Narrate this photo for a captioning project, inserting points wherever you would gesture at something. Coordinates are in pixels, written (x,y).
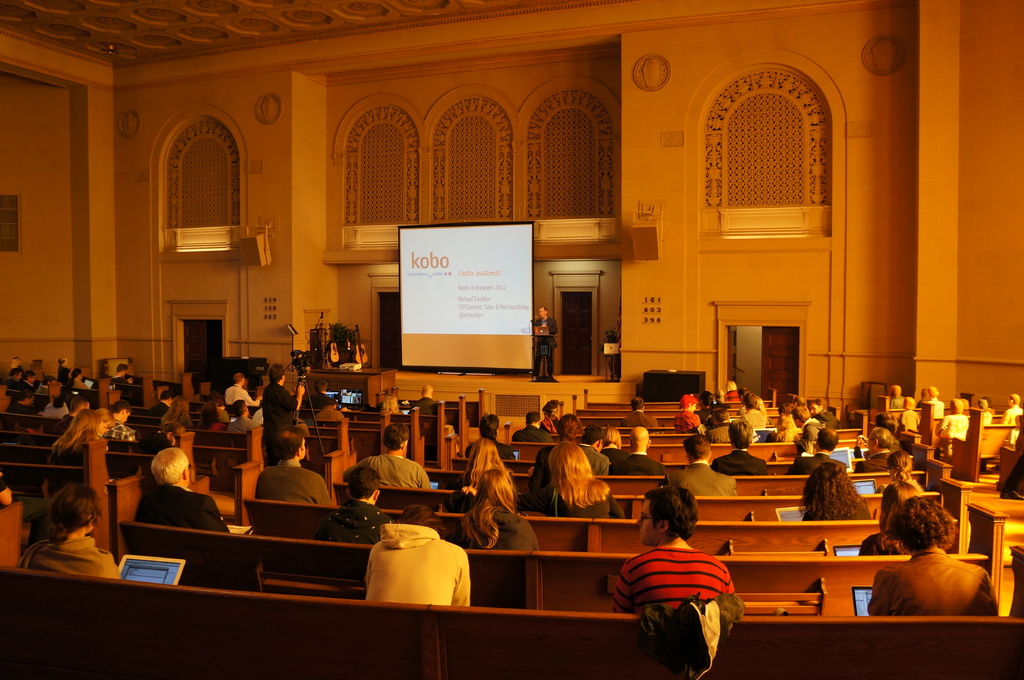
This image is clicked in a building (135,9). In this image we can see many persons (911,523) sitting and using laptops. In the front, there is a man (549,374) standing near the podium (546,356) and there is a screen (447,279). In the background (24,205), there is a wall (987,259). At the bottom (100,460), there are many benches (88,653).
